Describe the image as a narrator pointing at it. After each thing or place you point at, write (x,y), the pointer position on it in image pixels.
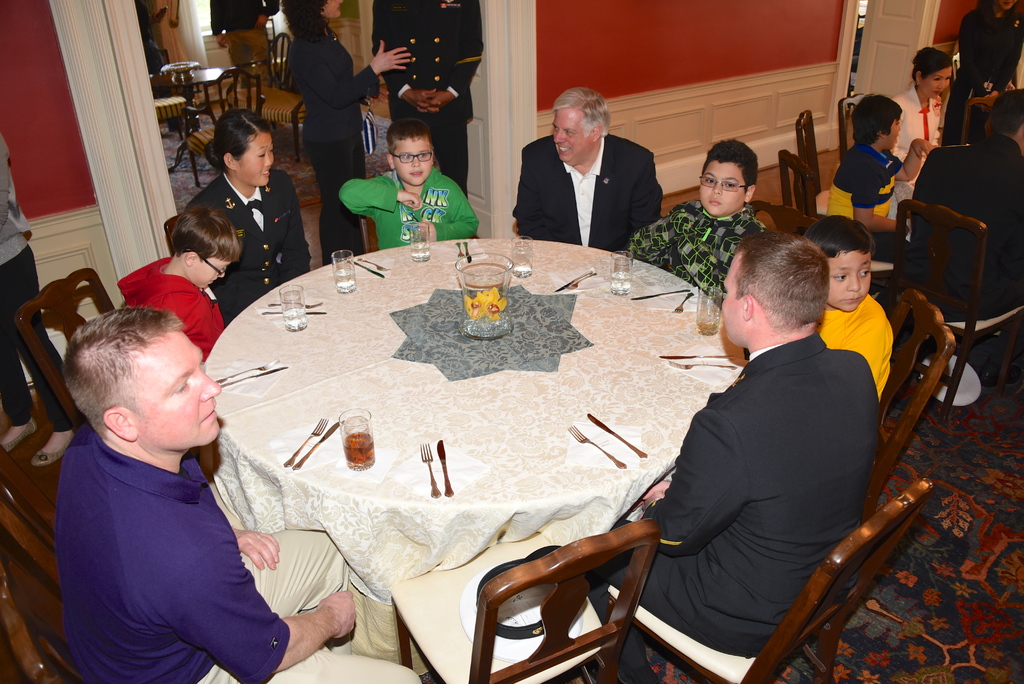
These persons (704,219) are sitting around this table (535,449), on this table (490,411) there is a cloth (490,422), glasses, forks (595,447) and knife (445,459). Far these two persons (405,98) are standing. The wall (646,42) is in red color. A floor (961,483) with carpet (964,525).
